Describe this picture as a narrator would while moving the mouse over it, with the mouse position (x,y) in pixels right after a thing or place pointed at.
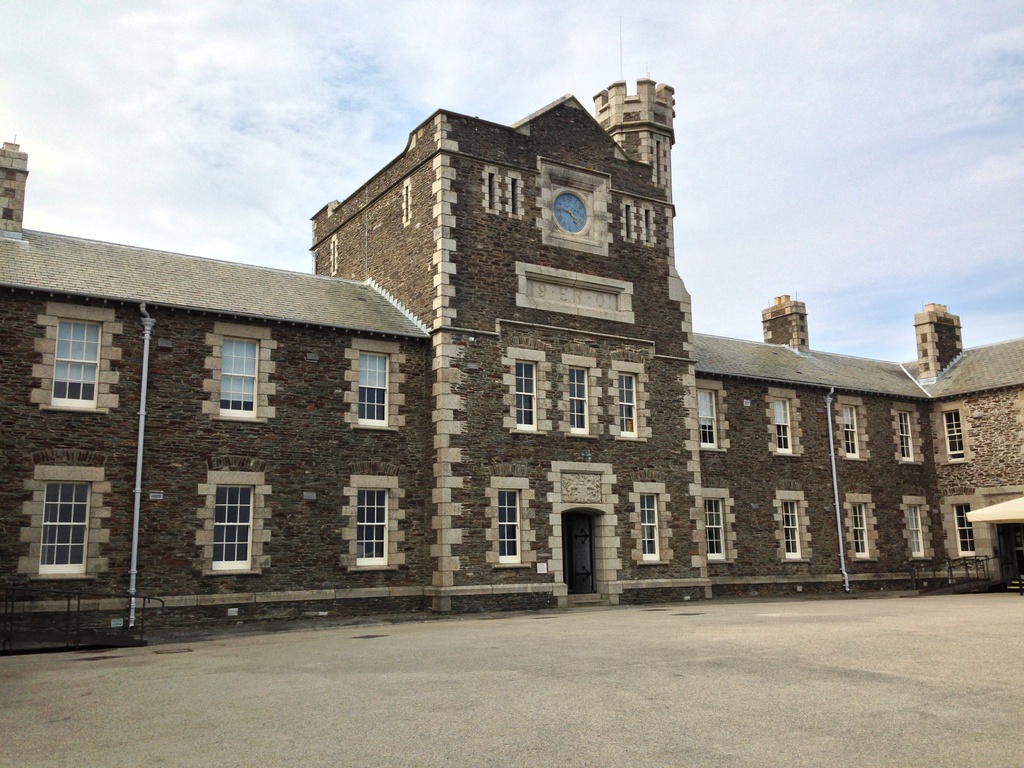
In this image I can see a building (431,394) which is white and black in color and a clock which is blue in color to the center of the building (548,219). I can see few windows (226,394) and few pipes (830,410) which are white in color. In the background (105,193) I can see the sky (167,152).
